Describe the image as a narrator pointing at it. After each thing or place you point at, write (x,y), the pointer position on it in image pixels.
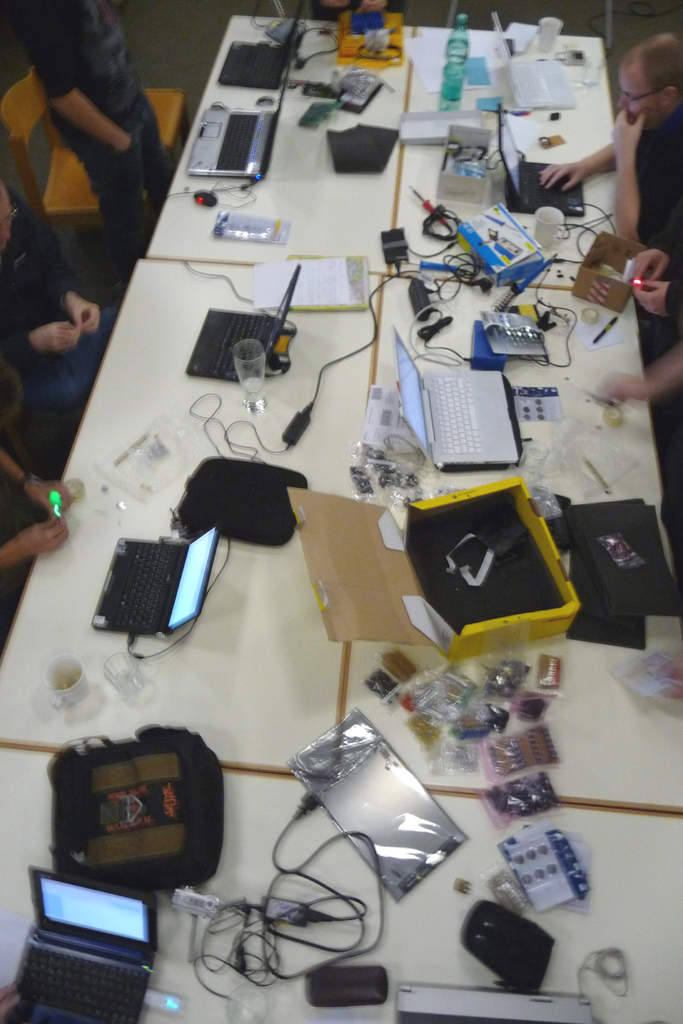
In this image in the center (317,677) there is a table (283,662) which is white in colour and on the table (313,607) there are laptops (434,379), wires (318,922) and there is a bag (178,832) and there are objects (529,583) which are black in colour and on the left side of the table (148,329) there is a man (99,124) standing and there are persons (37,393). On the right side of the table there is a man (640,170) working on a laptop (520,175) which is in front of him and the hand (657,290) of the person (657,290) is visible.
